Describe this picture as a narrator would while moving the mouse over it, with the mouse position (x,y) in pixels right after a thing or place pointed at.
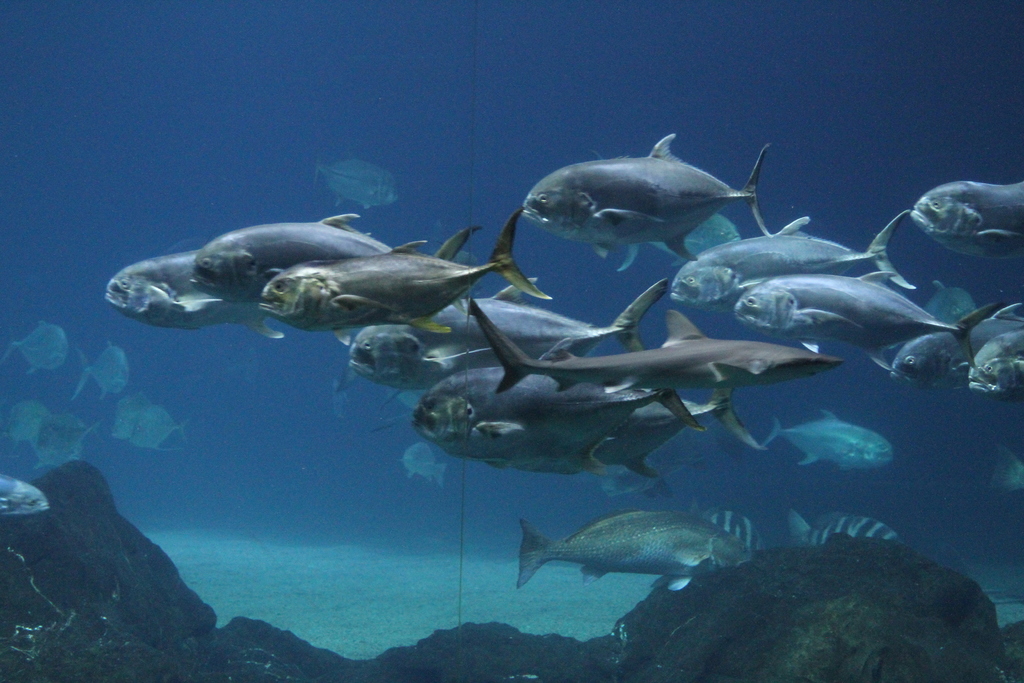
In this picture we can see the fishes (930,225) and the rocks (863,678). It also looks like an aquarium (263,92).
